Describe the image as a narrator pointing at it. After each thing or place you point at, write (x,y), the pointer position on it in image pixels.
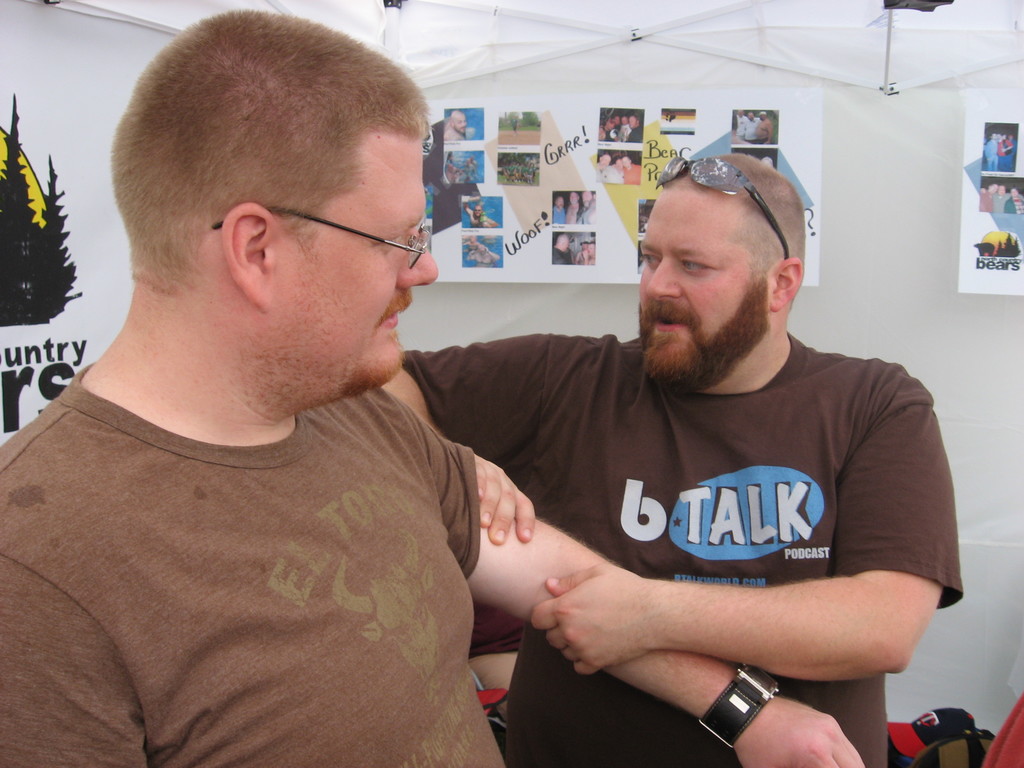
In this image, we can see two people (704,280) standing. We can also see the wall (827,141) with posters (587,261) on it. We can also see a cap (943,742). We can also see the roof (765,51).
